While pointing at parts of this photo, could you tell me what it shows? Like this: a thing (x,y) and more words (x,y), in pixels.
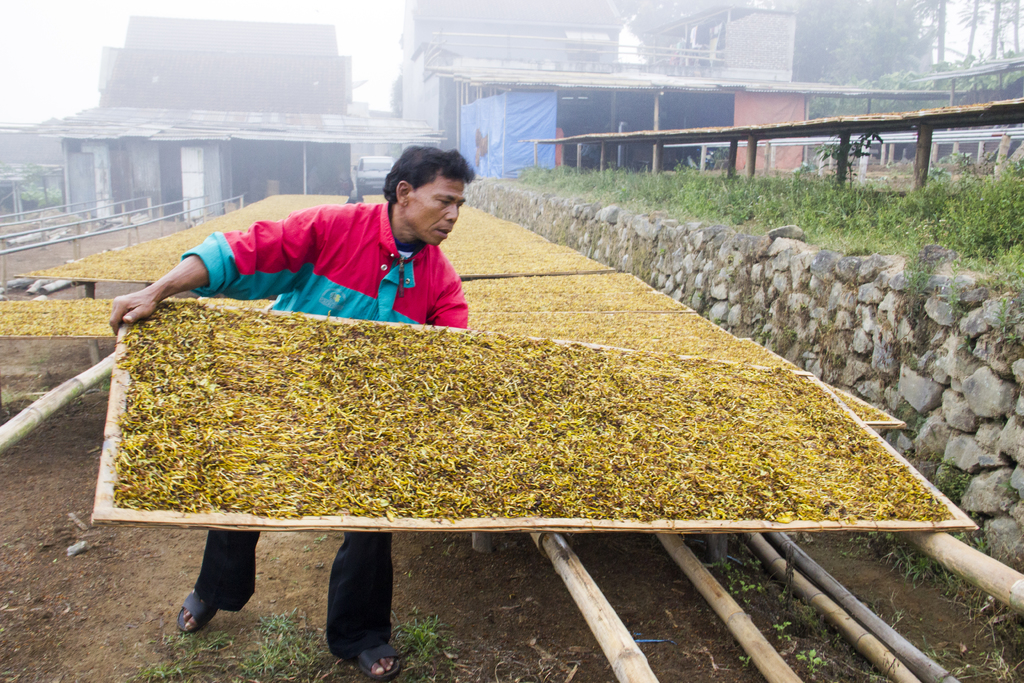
In the center of the image (407,317) we can see a man (216,551) standing and holding a mat (188,313) containing leaves (648,425). On the right (1011,186) there is a shed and grass (713,205). In the background (531,266) there are mats (77,332), buildings (199,66) and sky (350,34). At the bottom (607,626) there are logs (731,616).
